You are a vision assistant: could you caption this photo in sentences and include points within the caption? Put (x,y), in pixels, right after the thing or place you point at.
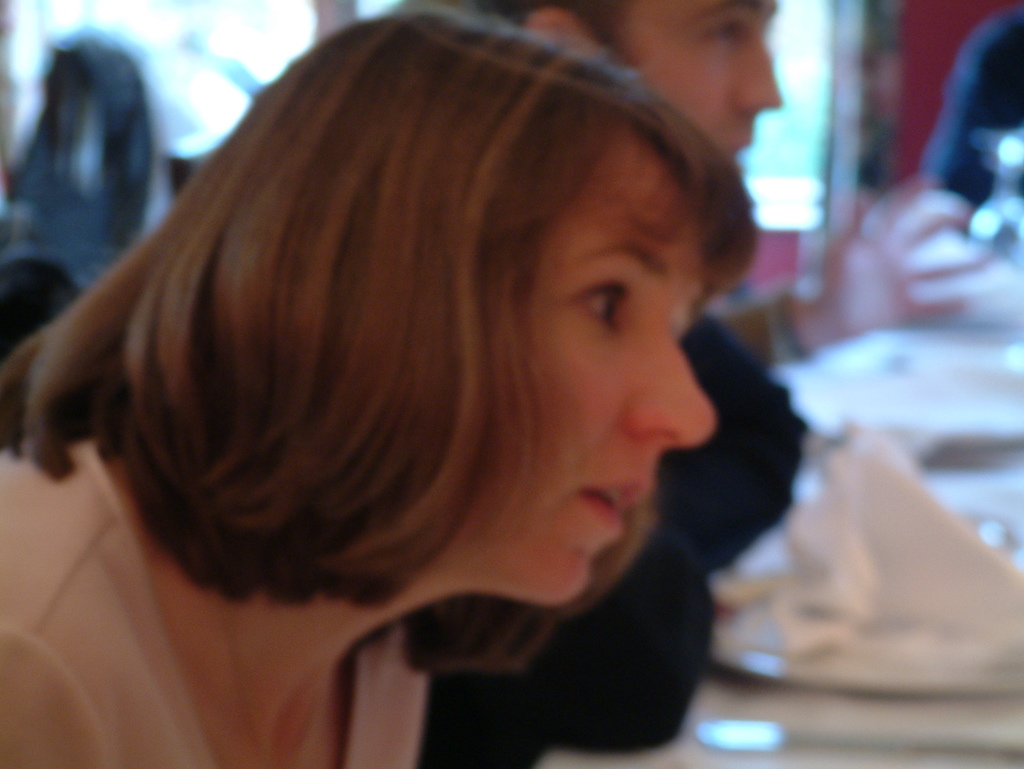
In the picture I can see a woman (344,355) and there is a person (532,11) beside her and there are few other objects (915,351) in the background (934,326).
